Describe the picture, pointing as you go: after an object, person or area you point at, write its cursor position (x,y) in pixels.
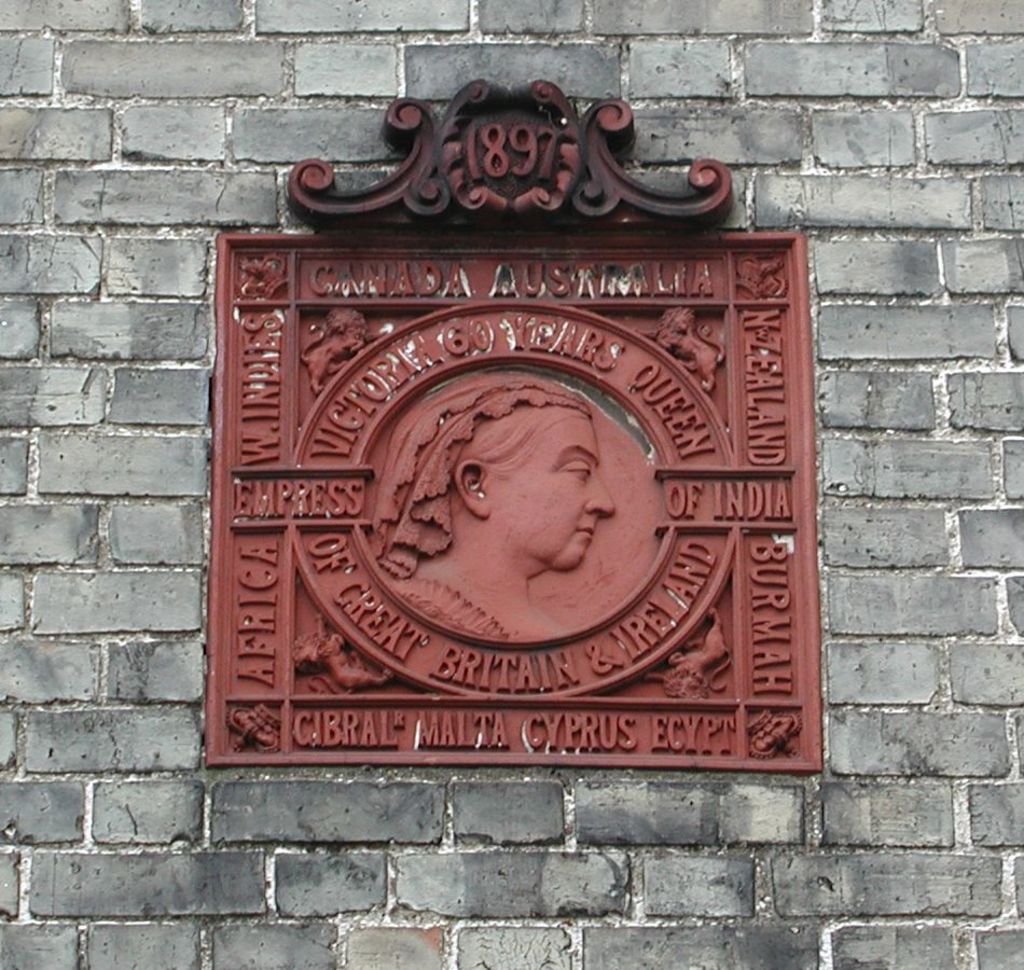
In the picture I can see carving image (449,454) of a person (461,412) and there are some words (336,552) written which is attached to the wall (180,257) of a building (274,210).
